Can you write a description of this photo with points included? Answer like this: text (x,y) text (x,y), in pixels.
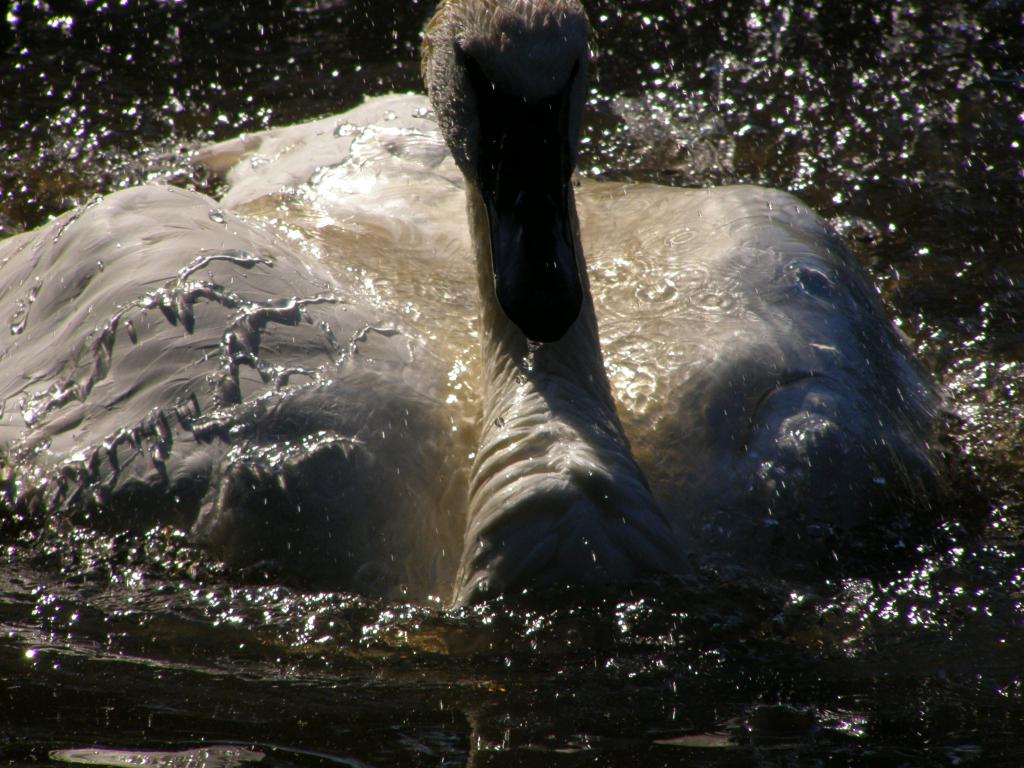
In this image I can see a swan (576,399) and water (883,590).
